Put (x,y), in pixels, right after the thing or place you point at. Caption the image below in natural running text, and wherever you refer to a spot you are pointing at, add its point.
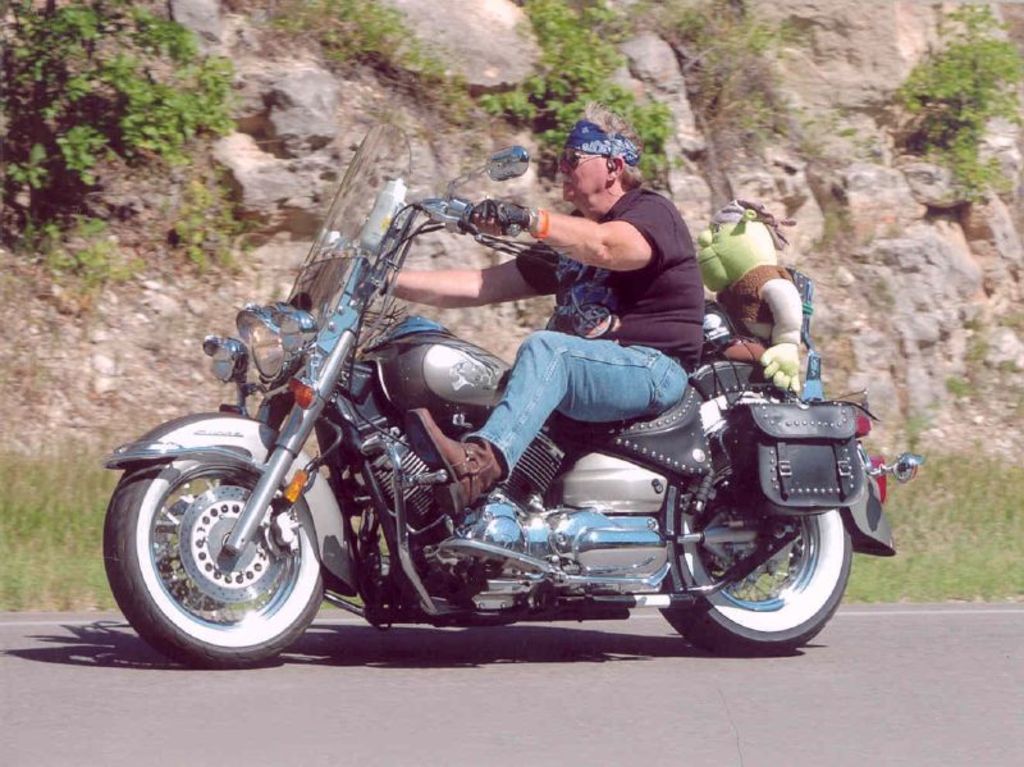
Here we can see stones (831,156) and plants (404,52). This is a grass (80,509). We can see one man (665,304) riding a bike (426,342) and there is one doll (760,291) sitting beside to him. This is a road (575,722).
